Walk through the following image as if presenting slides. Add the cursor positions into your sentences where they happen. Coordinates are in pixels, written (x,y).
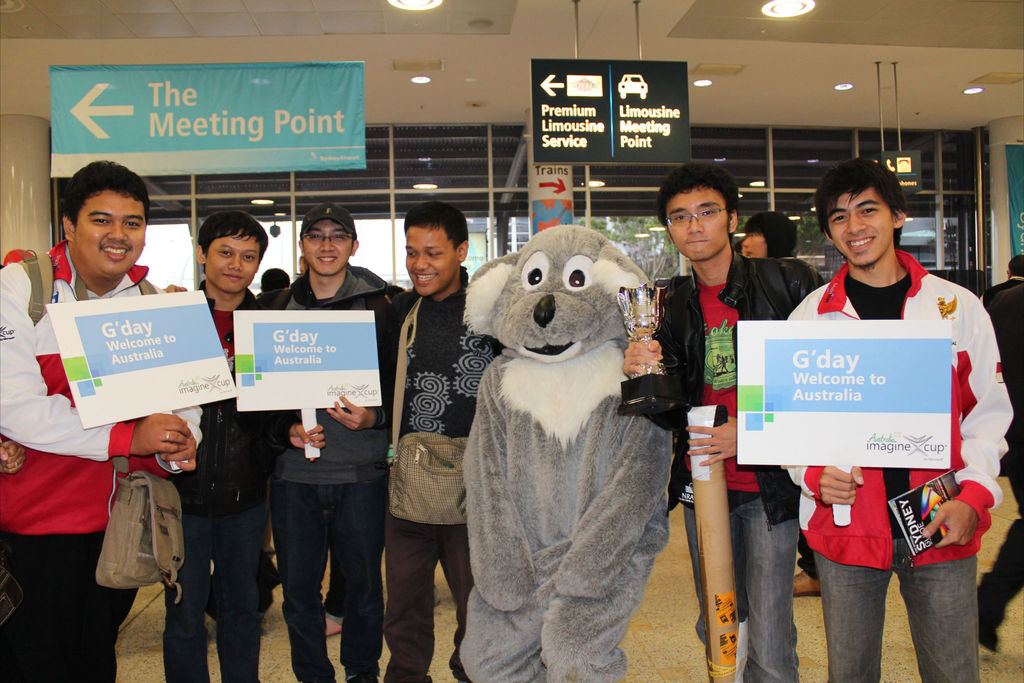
In this image, there are a few people (771,471). Among them, we can see a person (556,321) wearing a costume (579,364). We can see some boards (217,361) with text (835,401) and images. We can see the ground (700,670). There are a few pillars (537,175). We can see the roof (819,87) with some lights (436,0). We can also see some glass (317,177).
